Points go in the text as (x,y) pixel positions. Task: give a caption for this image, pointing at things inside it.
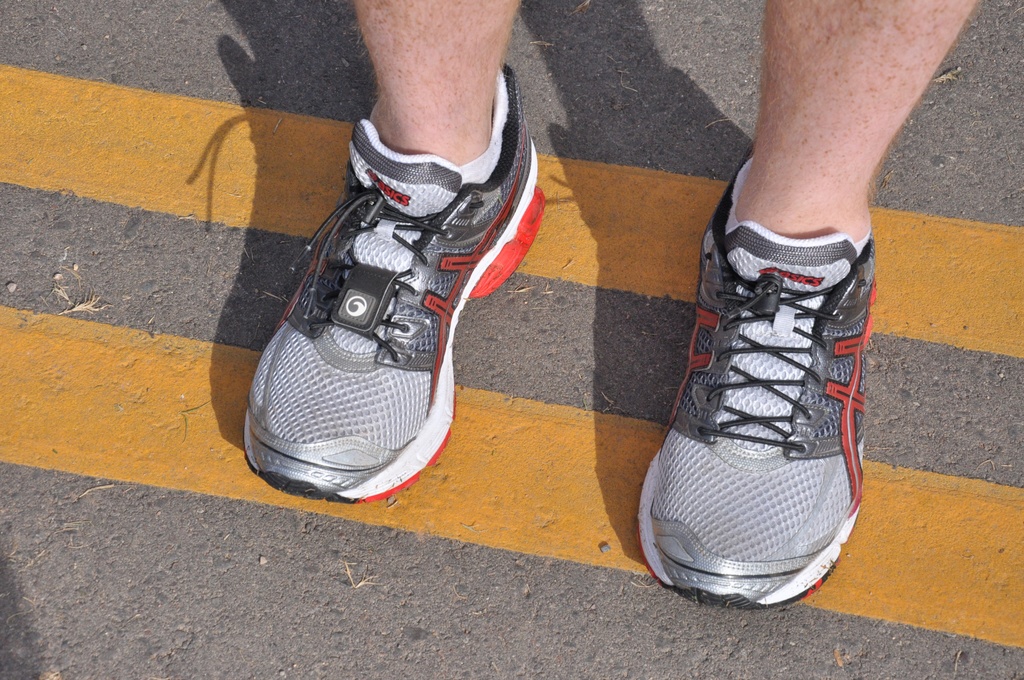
In the image there is a road (163,519) with yellow color lines (170,407). On the road (230,454) there are person legs (405,73) with shoes (433,363).
